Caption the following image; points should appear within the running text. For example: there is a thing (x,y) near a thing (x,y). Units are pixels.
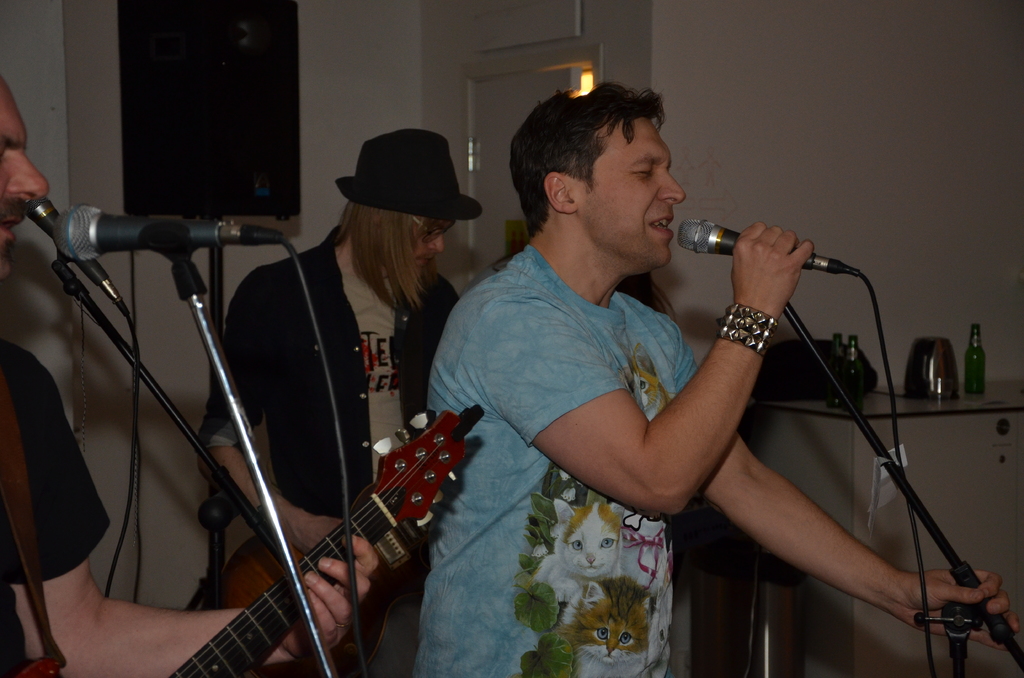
A person (534,465) wearing a blue shirt (536,435) is holding a mic (718,251) and mic stand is singing. On the left side (50,468) a person (212,635) is holding a guitar (231,633) and playing and singing. Behind him another person (315,392) is holding a guitar (268,557) wearing a hat (427,170). In the background (400,79) there is a wall (361,103). On the right side (936,405) there is a table (946,405). On the table (930,407) there are bottles (855,357) and some other items (817,365).
